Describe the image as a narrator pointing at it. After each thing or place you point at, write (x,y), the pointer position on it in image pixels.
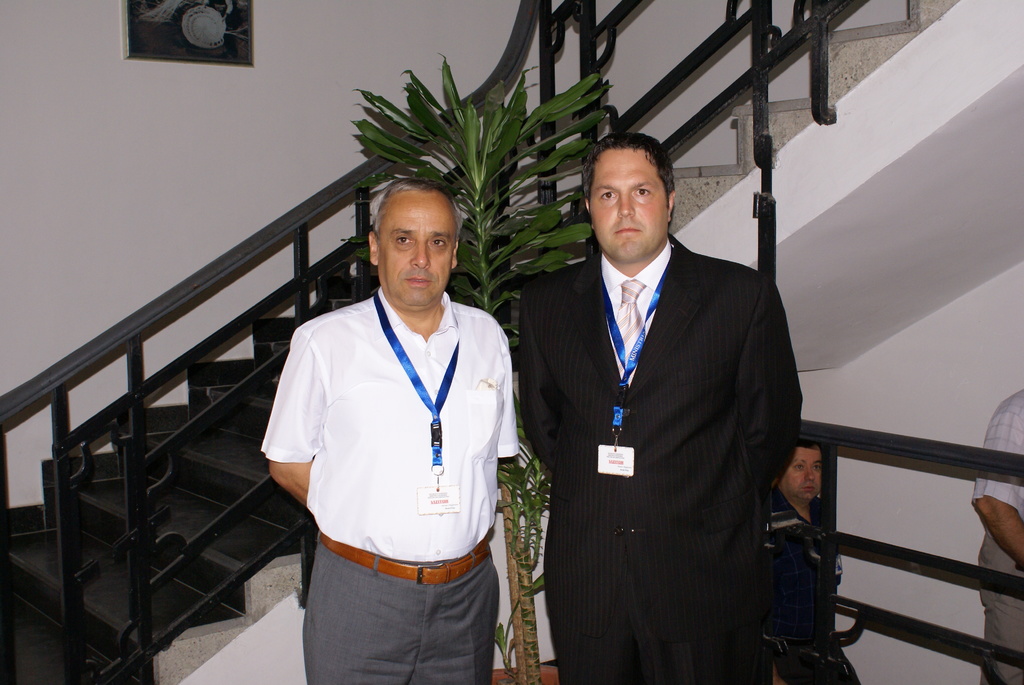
In this image, we can see persons (784,445) wearing clothes (762,534). There is a plant (529,611) in front of the staircase (708,43). There is a photo frame (244,59) on the wall (169,155).
